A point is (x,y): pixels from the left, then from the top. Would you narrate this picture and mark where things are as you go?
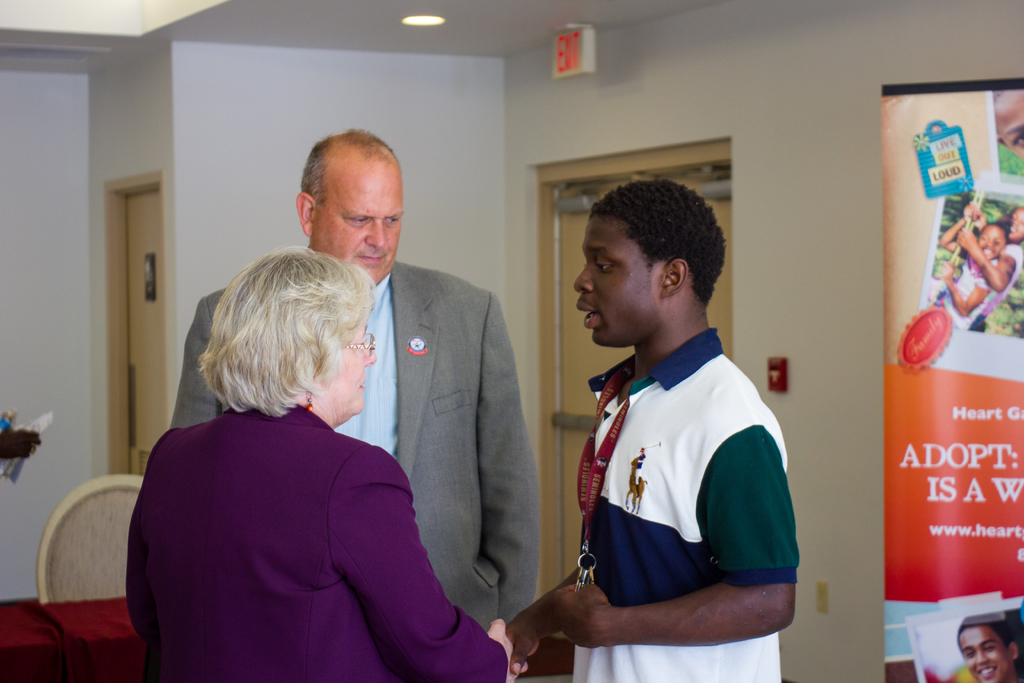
In this image there are three persons (498,331) standing, there is a banner (970,313) truncated towards the right of the image (975,342), there is text (950,487) on the banner (964,385), there is the wall (811,128), there are doors (151,216), there is the chair (98,527), there is a person (16,443) truncated towards the left of the image (31,442), a person (31,440) is holding an object (16,427), there is an object (50,627) truncated towards the left of the image (33,629), there is the roof (292,19), there is light (424,20) on the roof (300,7), there is a board (583,46) on the roof (489,32), there is text (573,54) on the board (566,44), there is an object (776,368) on the wall (774,297).
